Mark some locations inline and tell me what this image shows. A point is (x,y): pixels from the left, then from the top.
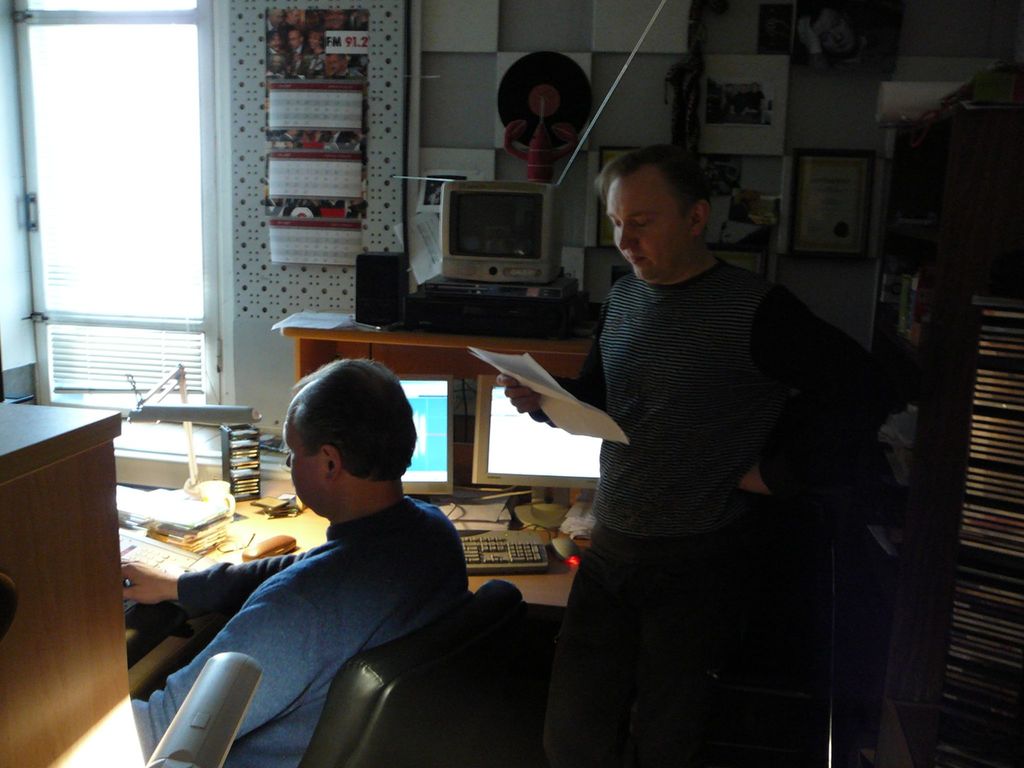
A picture inside of a room (417,354). On wall (801,130) there are pictures (831,190) and calendar (316,174). One person (337,594) is sitting on chair (365,675) and other person (647,624) is standing and holding a paper (554,405). In-front of this person (357,566) there is a table (518,581), on this table (503,571) there is a keyboard (525,535), monitors (518,455), books (190,528), box (243,491), light (159,409) and things (228,505). This rack (999,499) is filled with CDs (991,670). This is window (149,248).
